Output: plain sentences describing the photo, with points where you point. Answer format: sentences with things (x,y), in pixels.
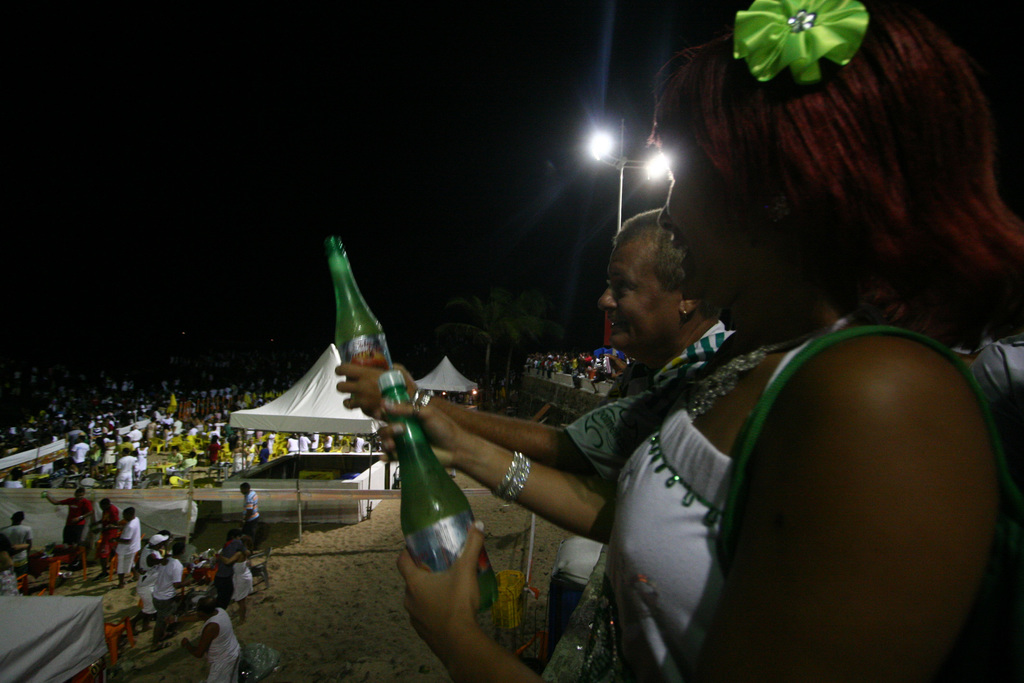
In the picture we can see there are many people (238,549). this is a tent (325,398), light pole (595,152), tree (497,301). This people (506,448) are holding bottle (355,365) in their hand (425,415). The sand (334,609) is in cream color.
